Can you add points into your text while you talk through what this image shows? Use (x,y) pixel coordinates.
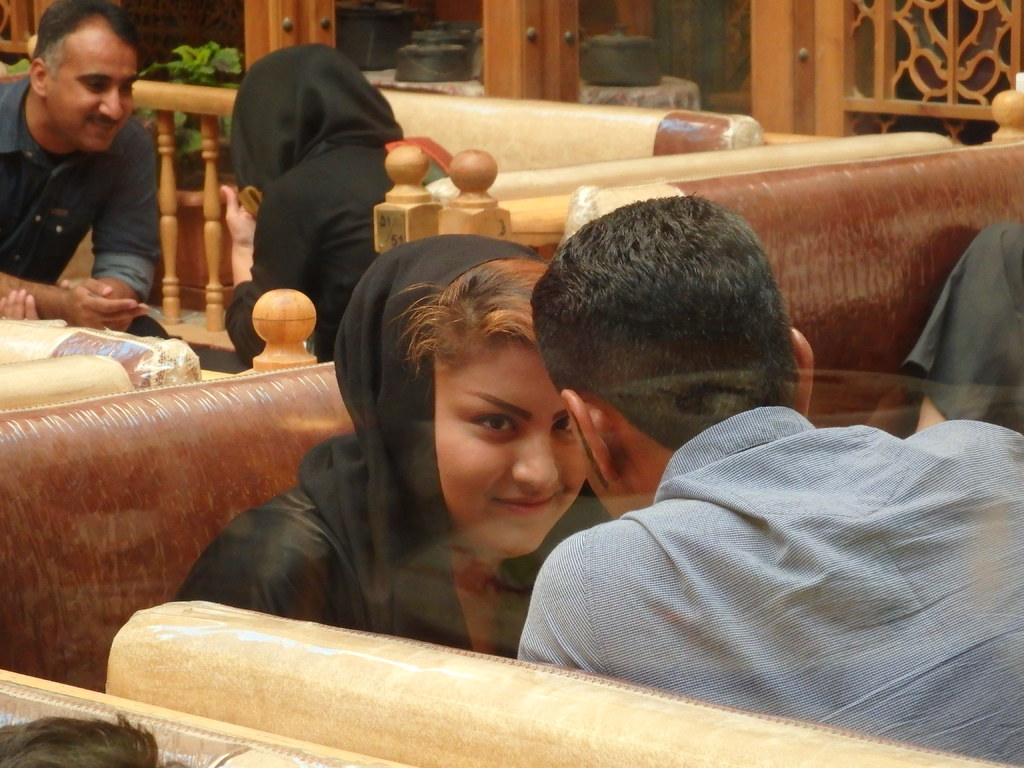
In the foreground (485,509) there is a glass (774,492). Behind the glass (307,383) few people (332,298) are sitting on the couches (113,549). Here I can see a man (637,476) and a woman (360,479) are looking at each other. At the top of the image (934,33) there are few wooden objects (574,29). In the top left-hand corner (190,76) few leaves (201,66) are visible.
